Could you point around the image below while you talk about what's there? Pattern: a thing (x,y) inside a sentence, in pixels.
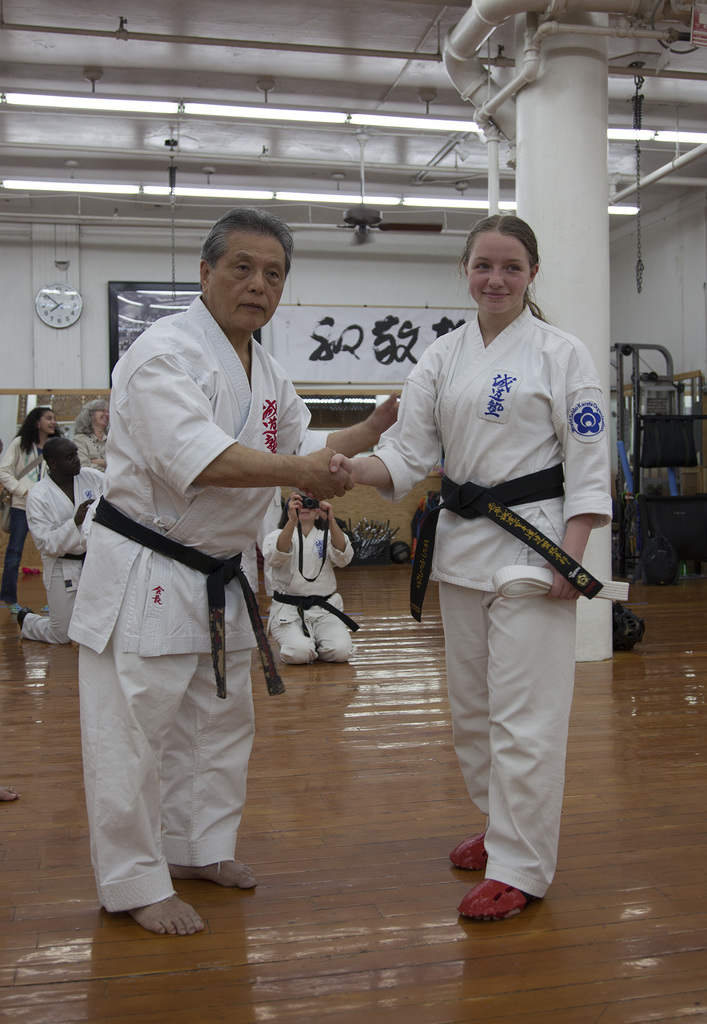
In this image in the foreground (196,460) there is one man (196,460) and one woman (533,471) standing, and they are wearing uniforms (462,525) and shaking hands (332,481) with each other. And in the background (32,446) there are some people (77,460) one person (294,572) is holding a camera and also there is a pillar (586,114), clock (54,320) and some boards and some objects (623,365). At the bottom (428,874) there is floor (428,874), and at the top (209,103) there is ceiling (221,124) and some lights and pipes (462,79).
